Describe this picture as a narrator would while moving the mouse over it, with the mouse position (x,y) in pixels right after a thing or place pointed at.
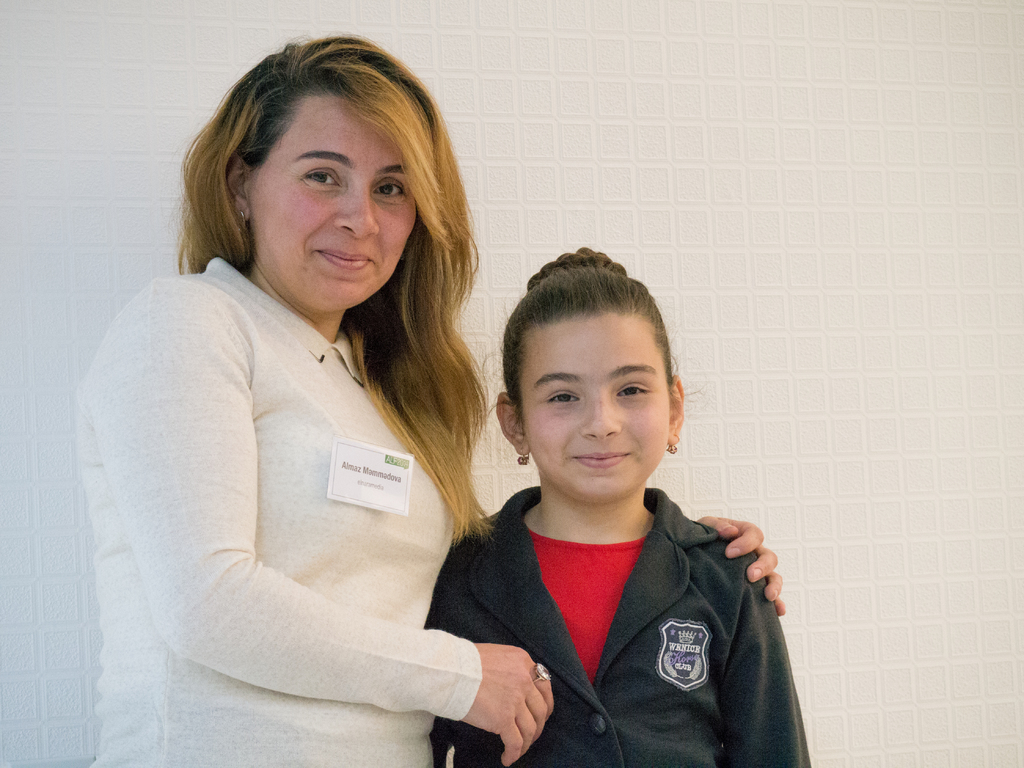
In this image we can see two persons (382,525) standing and smiling, in the background (698,151) we can see the wall (831,299).
